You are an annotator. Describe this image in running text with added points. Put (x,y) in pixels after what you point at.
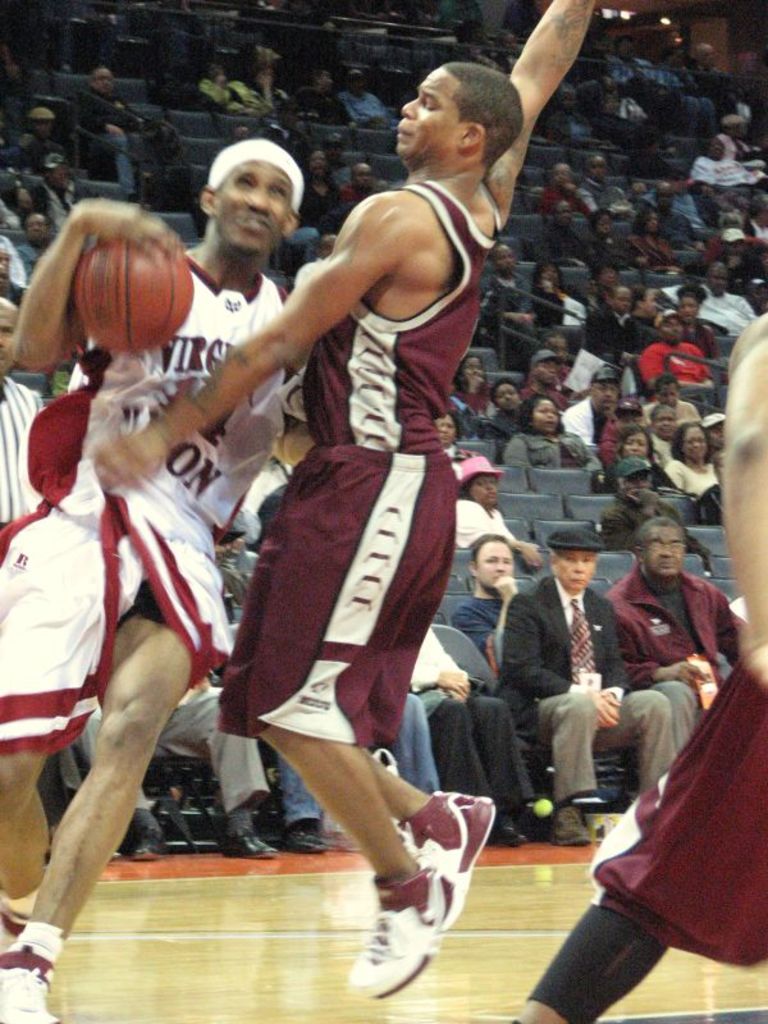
In this image I can see the group of people (332,570) with white and maroon color dresses (336,528). I can see one person (210,341) holding the ball (112,302). In the background (680,649) there are group of people (522,597) sitting on the chairs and wearing the different color dresses (467,520).
